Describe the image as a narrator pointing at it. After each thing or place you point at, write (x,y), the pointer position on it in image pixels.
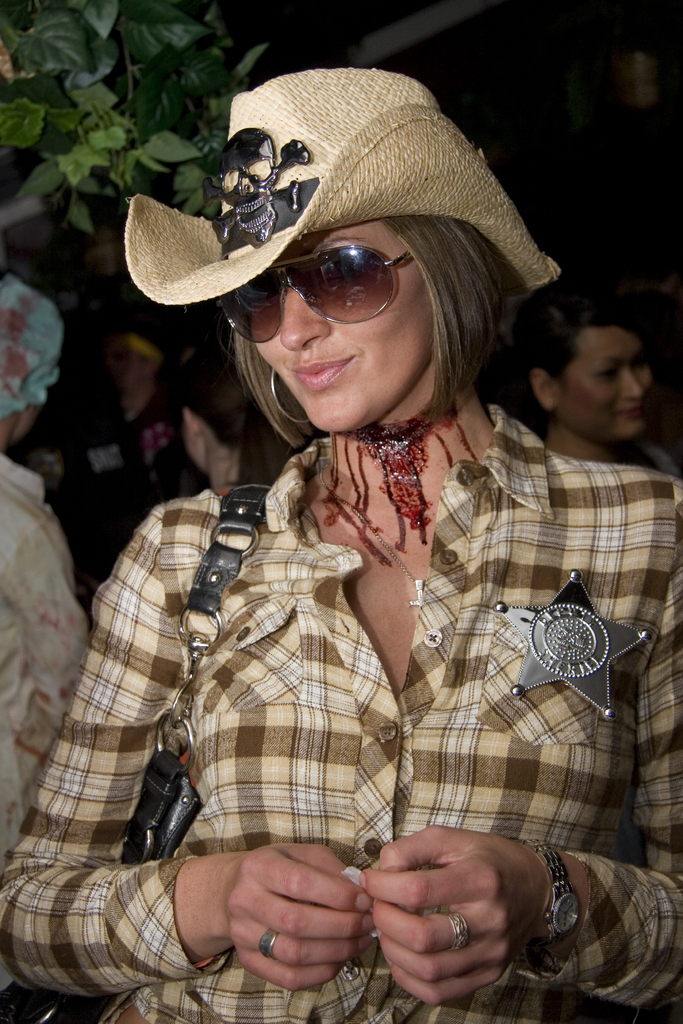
As we can see in the image there are group of people (3,433) and plant (126,96). The woman (480,938) standing in the front (340,463) is wearing goggles (347,320), cream color hat (319,219) and holding a black color bag (188,725).
